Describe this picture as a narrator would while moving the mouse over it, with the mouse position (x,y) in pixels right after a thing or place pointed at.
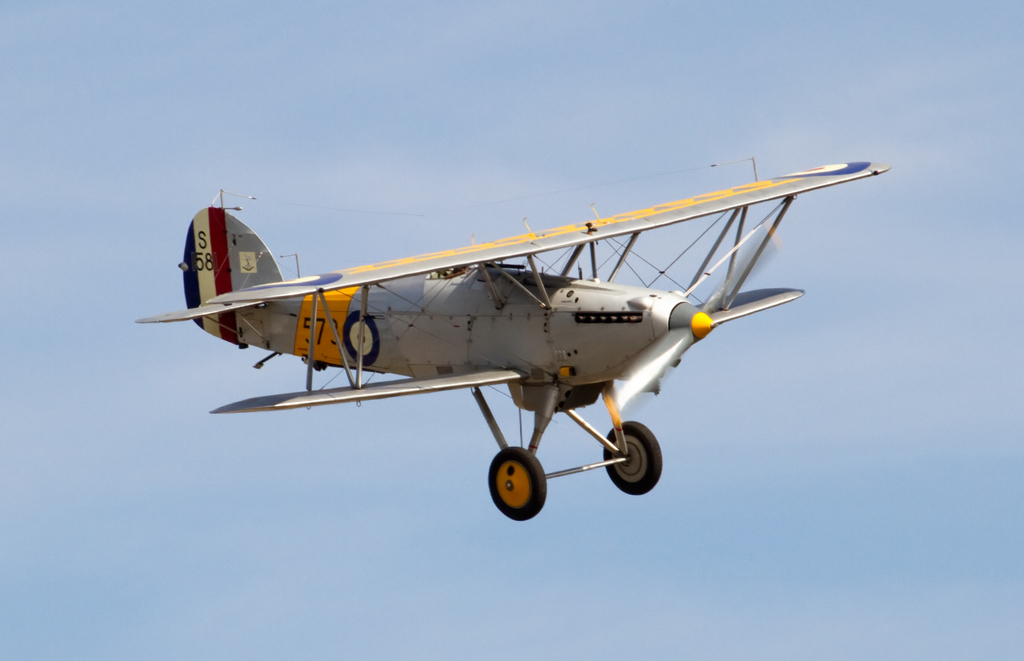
In the middle (632,369) I can see an aircraft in the air (143,239). The background (191,368) is covered with the sky (502,69). This image is taken during a day.
